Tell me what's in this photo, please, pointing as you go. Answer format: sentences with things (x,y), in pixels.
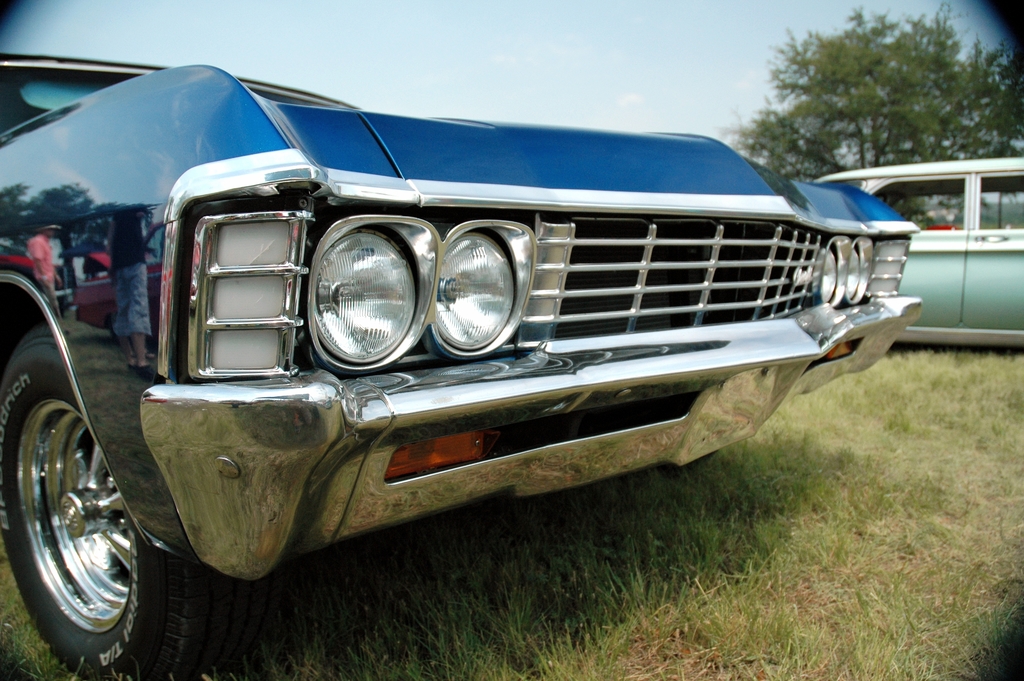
In this image, we can see vehicles (519,256) on the ground (735,485) and in the background (892,154), there are trees (826,73).
